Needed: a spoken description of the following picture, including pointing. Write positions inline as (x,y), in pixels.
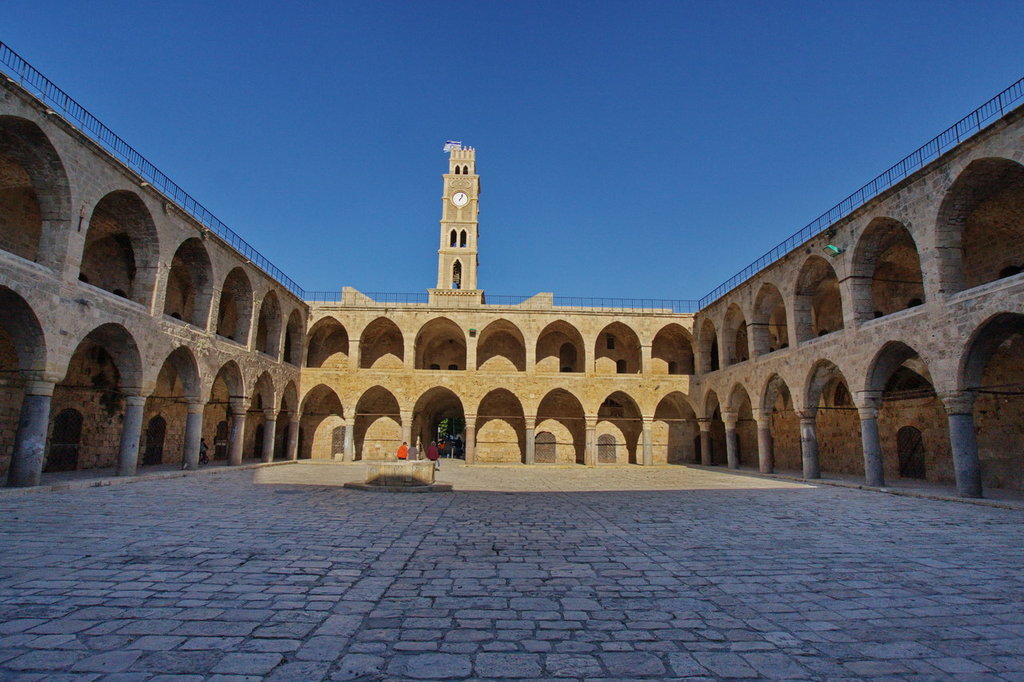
In this image I can see an ancient architecture (274,414) and in the background (459,146) I can see a clock tower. I can also see few people (461,444) in the background (445,435) and on the top of this image (540,153) I can see the sky (570,80). On the right side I can see a light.
